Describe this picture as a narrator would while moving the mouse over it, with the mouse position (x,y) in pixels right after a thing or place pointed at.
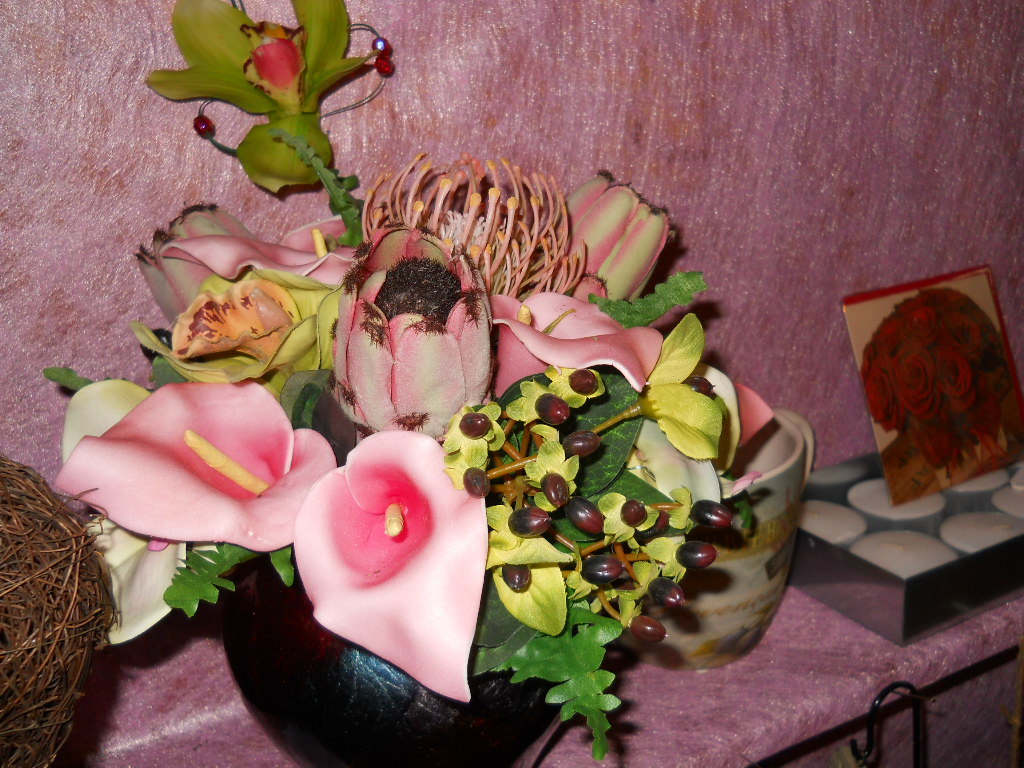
There is a pink color table (743,672). On that there is a vase (395,691) with flowers (400,412), cup (754,537), part of a nest (54,602) and a box (885,578). On the box (900,537) there is a photo frame (935,443). In the back (669,99) there is a pink color wall (614,124).
